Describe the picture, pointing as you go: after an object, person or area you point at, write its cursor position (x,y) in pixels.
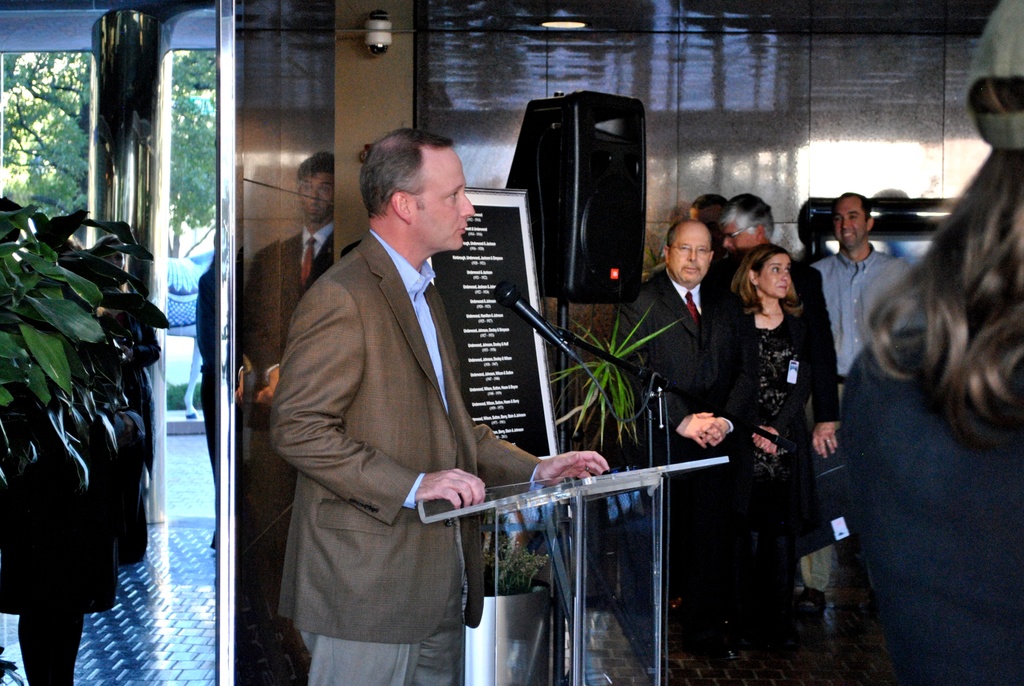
In the picture we can see a man (578,457) standing and he is with blazer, shirt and talking in the microphone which is on the glass desk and front of him we can see some people (868,283) are standing and listening and beside him we can also see a board (513,327) with some names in it and a plant (573,415) and on the left hand side (272,124) we can see a mirror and a plant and in the background (602,226) we can see some people (871,297) and a sound box (623,293) on the stand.
